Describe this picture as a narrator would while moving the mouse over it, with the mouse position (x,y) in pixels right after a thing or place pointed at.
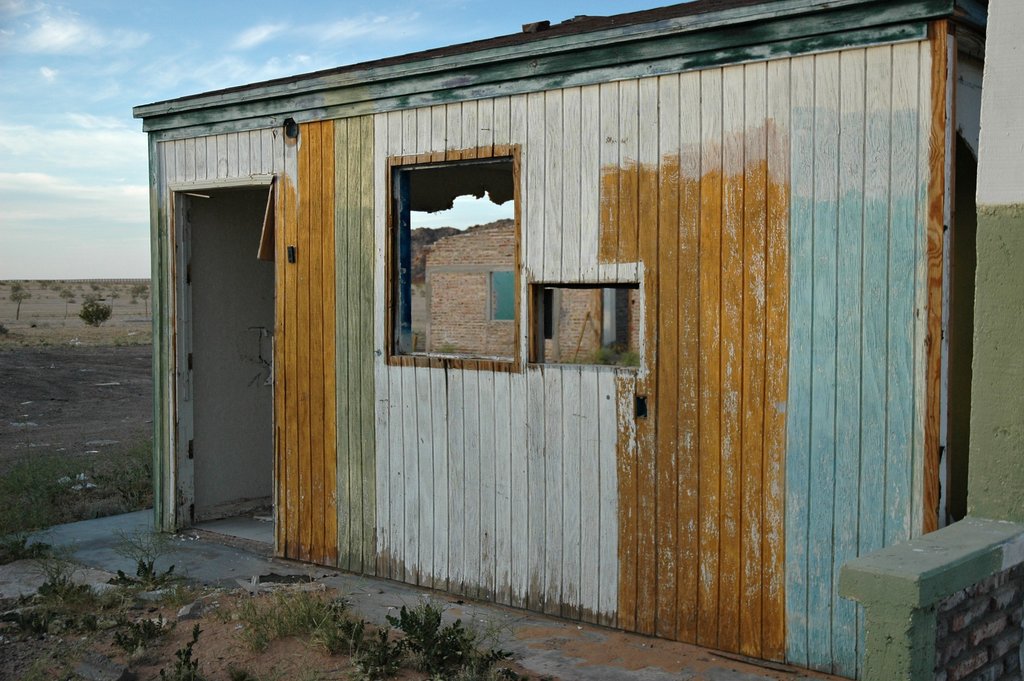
In this image we can see a house (703,213) which has different color paintings (764,411) on it, there are plants (138,477) in front of it and in the background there are trees (104,296) and behind it there is an another house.
